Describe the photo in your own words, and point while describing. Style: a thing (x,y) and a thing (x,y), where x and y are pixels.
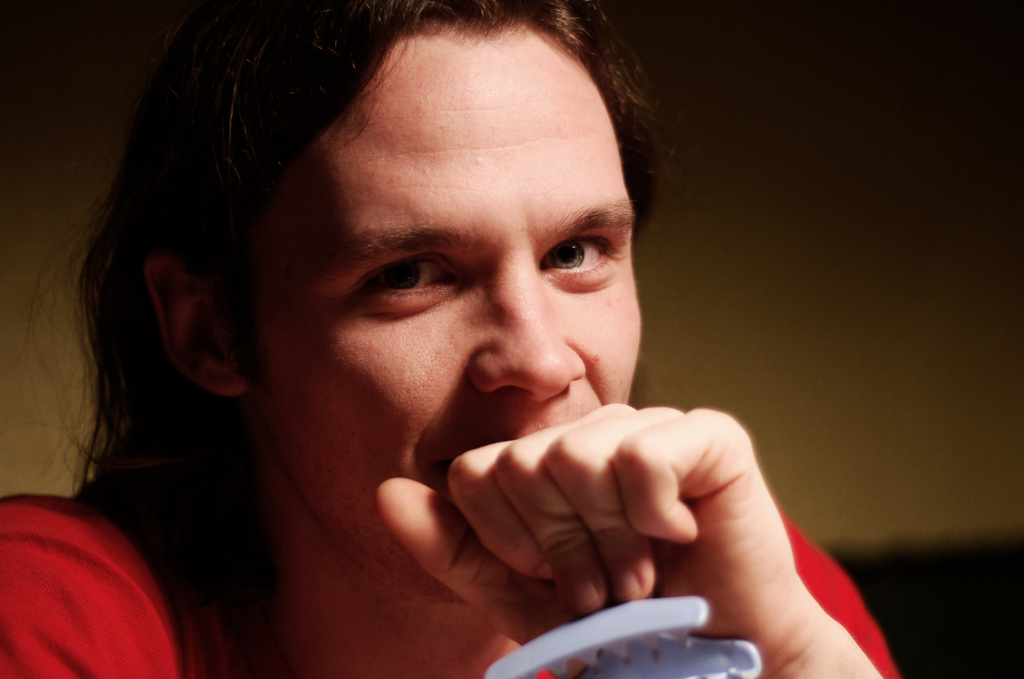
In this image I can see a person (566,499) holding something. In the background (828,350), I can see the wall (837,330).
